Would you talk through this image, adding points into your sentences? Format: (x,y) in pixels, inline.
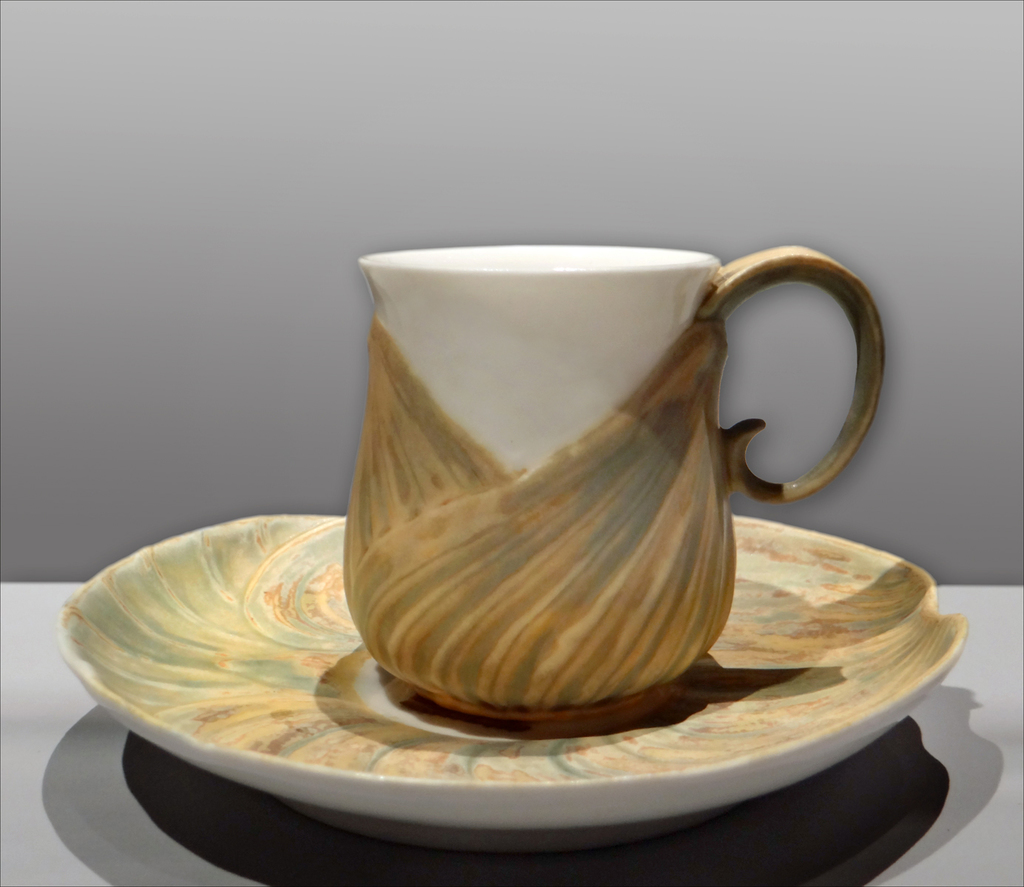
In this image I can see the cup (440,616) and the saucer (190,649). The cup (623,582) is in white and brown color and the saucer (238,692) is also in brown color. It is on the white surface (300,833). The background (205,336) is grey.
